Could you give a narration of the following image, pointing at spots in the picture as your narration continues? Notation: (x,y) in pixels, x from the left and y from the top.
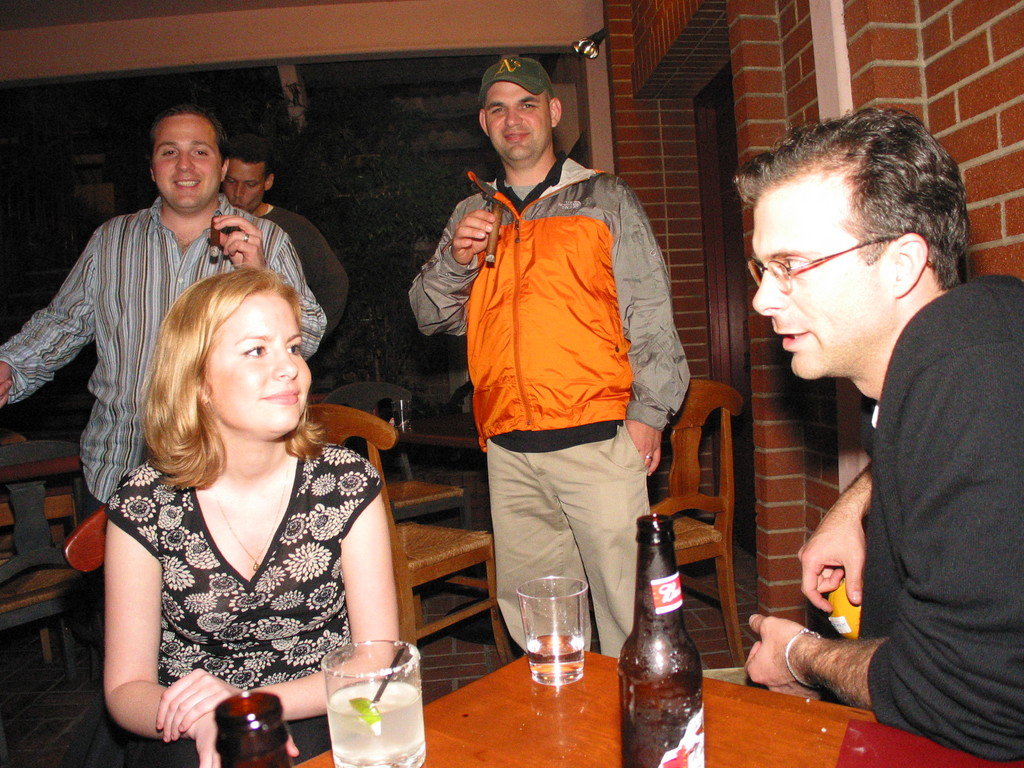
In this image we can see five persons (627,325), in which two persons (873,566) are sitting on a chair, and others are standing. Few people (822,676) are holding some objects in their hand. There are some objects (651,730) placed on the table (596,725) There is a house (750,525) in the image. A lamp (584,48) is attached to a wall (906,35) of the house (964,48). There are a few chairs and tables (745,732) in the image.
